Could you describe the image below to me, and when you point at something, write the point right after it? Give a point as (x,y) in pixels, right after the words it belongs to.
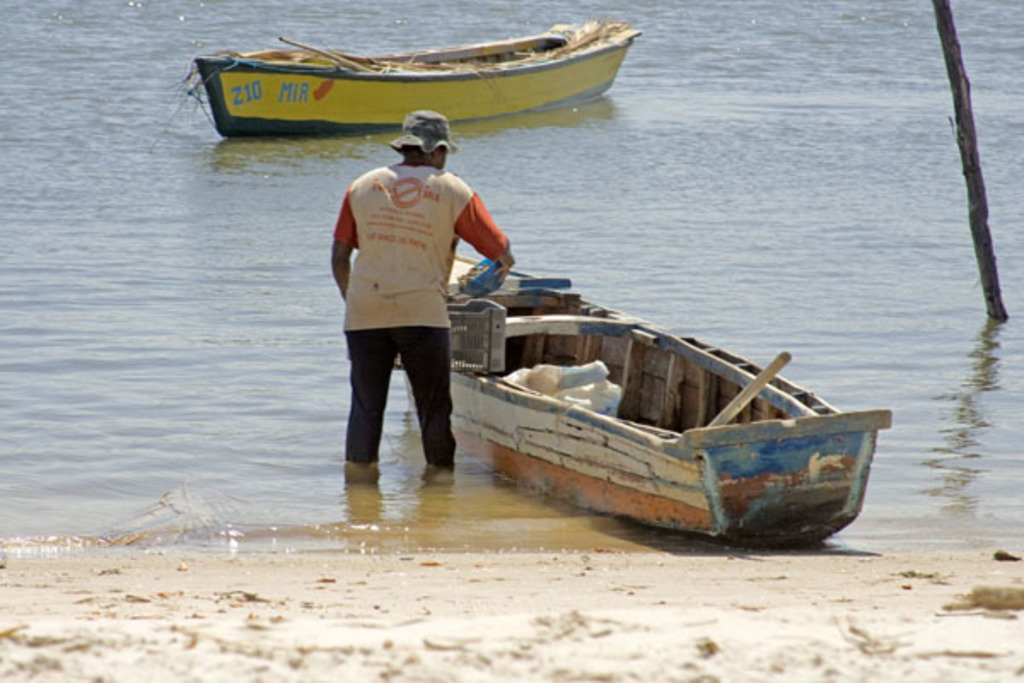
In this image in the middle (375,262), there is a man (456,207), he wears a t shirt (412,302), trouser (413,392), cap (419,133), in front of him there is a boat (639,508). At the bottom (638,600) there is sand (488,609). In the background (611,182) there is water (694,165), boat (586,57), stick (958,85).
